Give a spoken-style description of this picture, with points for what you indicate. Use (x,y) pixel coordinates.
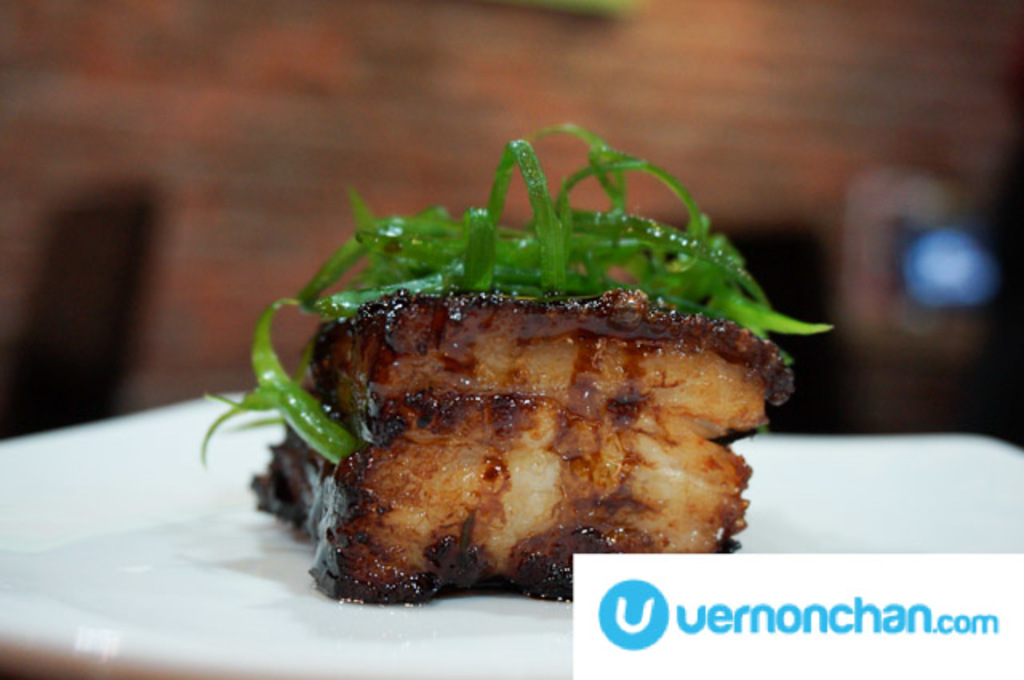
In this picture we can see food (498,443) with leaves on a plate (264,550) and in the background (893,421) we can see it is blurry, in the bottom right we can see some text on it.
